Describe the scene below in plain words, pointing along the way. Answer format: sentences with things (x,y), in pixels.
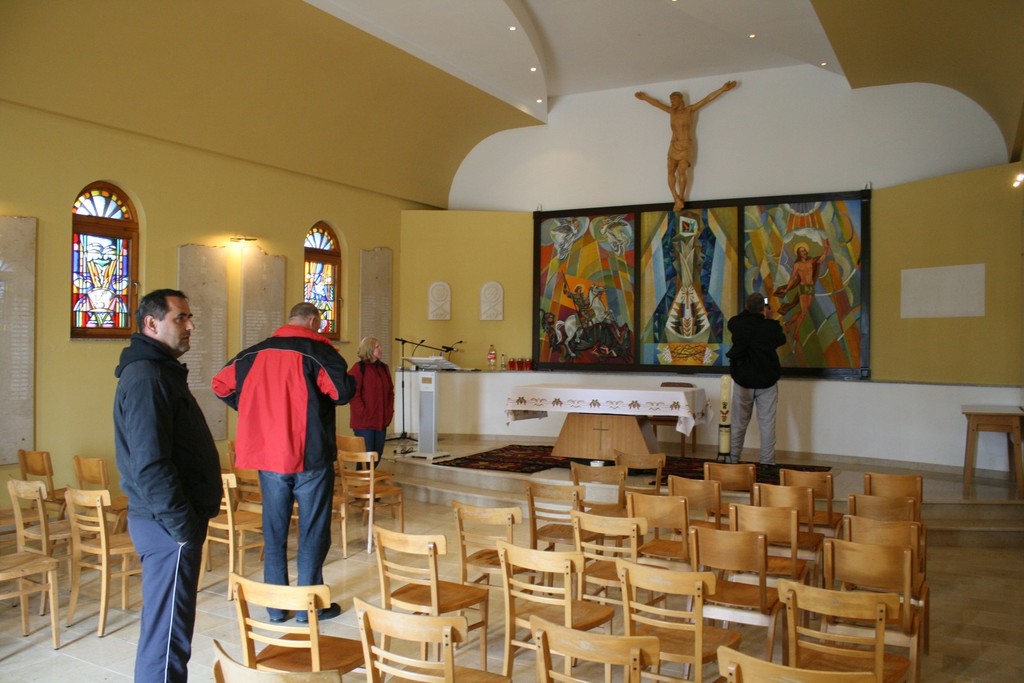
This picture shows four people (390,416) standing and a person (768,436) taking photographs of the photo (691,316) on the wall (871,265) and we see few chairs (661,512) and a table (604,445).
